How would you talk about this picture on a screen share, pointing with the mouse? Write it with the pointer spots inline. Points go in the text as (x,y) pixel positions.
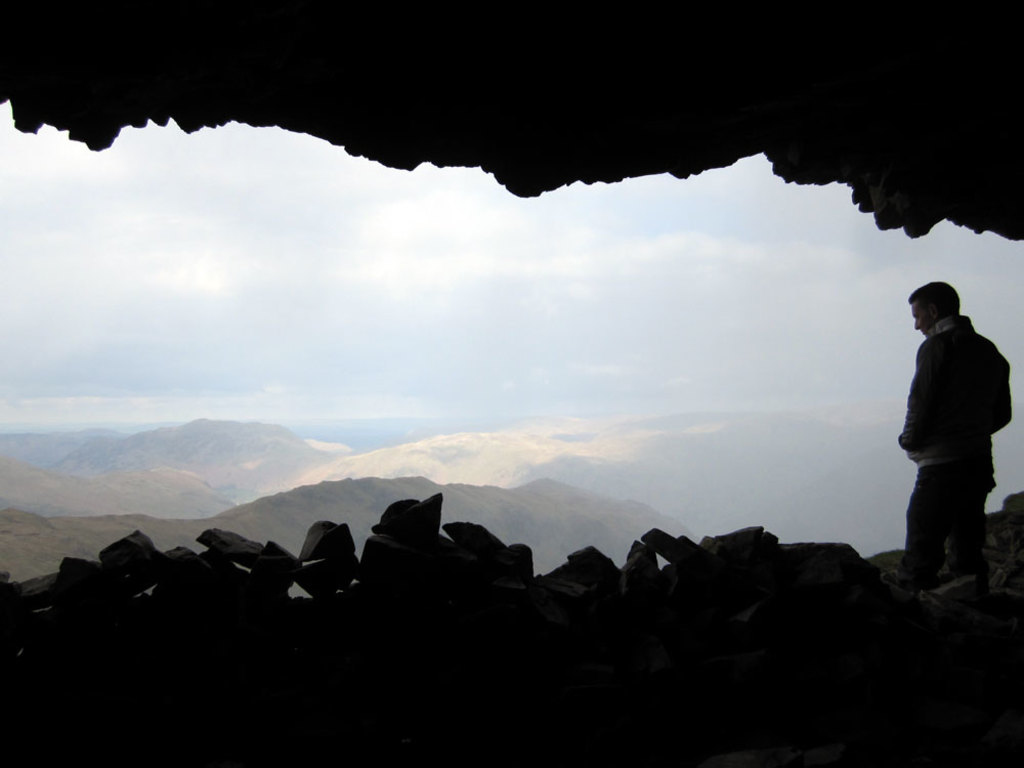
In this picture we can see a person (911,553) standing on the right side (931,588). There are few rocks (850,581) and mountains (815,426) in the background (106,488). Sky (280,317) is cloudy.
